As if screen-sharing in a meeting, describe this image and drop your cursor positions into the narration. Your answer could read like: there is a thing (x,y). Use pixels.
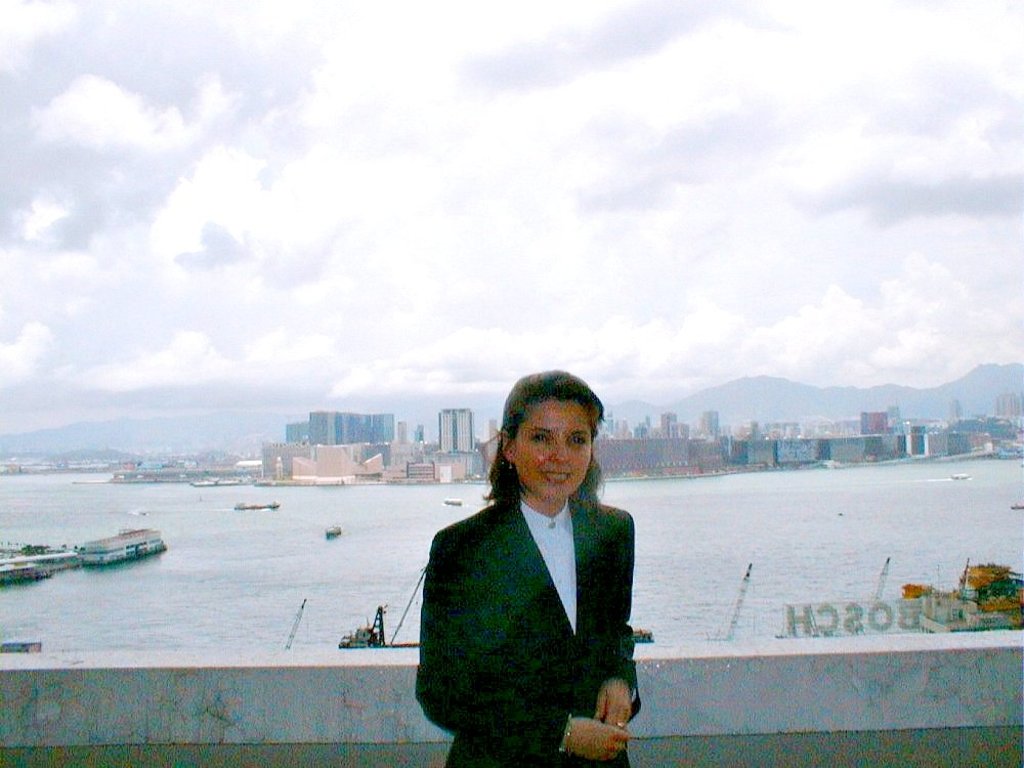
In this image I can see a woman (454,567) is standing in the front (535,503) and I can see she is wearing black and white colour dress (548,582). In the background (785,539) I can see water (740,549), number of buildings (730,451), clouds (716,355), mountains (793,405), the sky (203,294) and on the water (300,539) I can see number of boats (638,636).
